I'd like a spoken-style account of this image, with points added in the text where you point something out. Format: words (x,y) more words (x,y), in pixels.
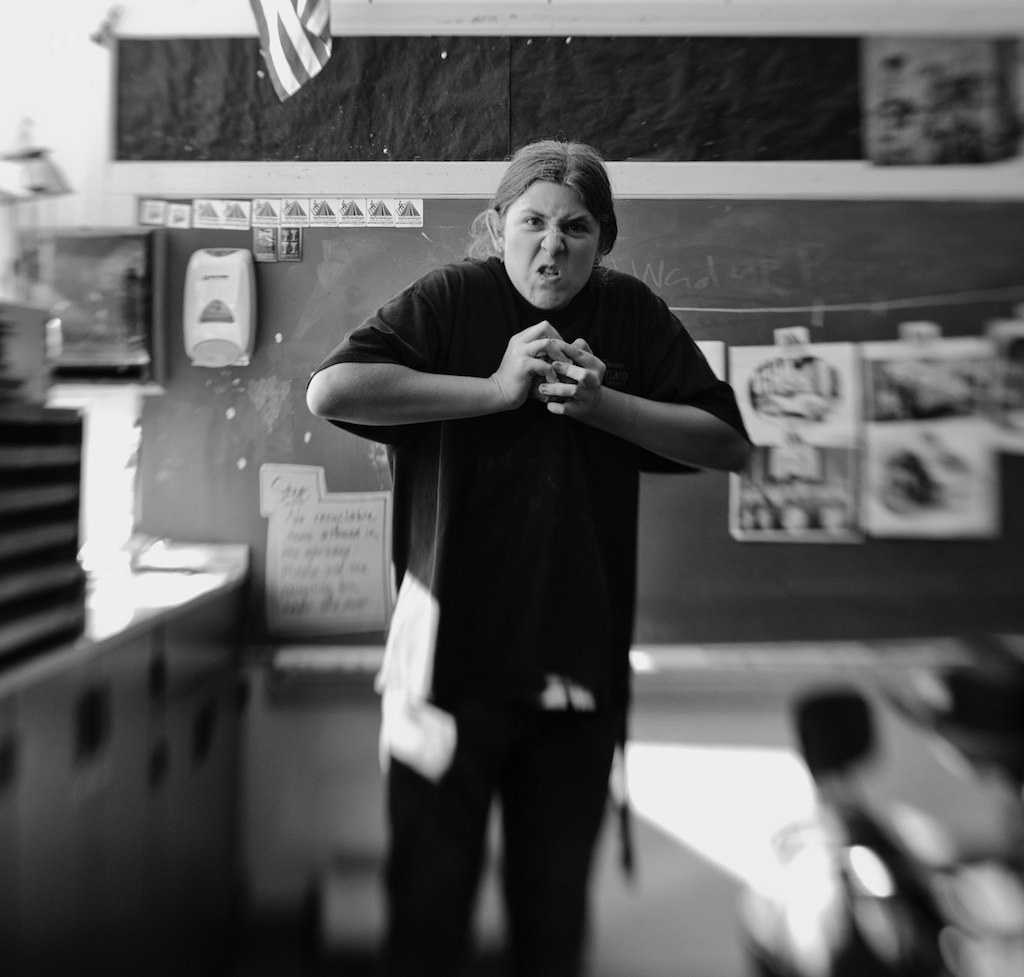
This image is a black and white image. This image is taken indoors. In the background (978,169) there is a wall (978,169). There are many posters (838,472) and there is a board (761,241) with a text (294,604) on it. There are few objects (124,351). In the middle of the image (450,392) a girl (491,327) is standing and she is with a weird face expression (565,244).
